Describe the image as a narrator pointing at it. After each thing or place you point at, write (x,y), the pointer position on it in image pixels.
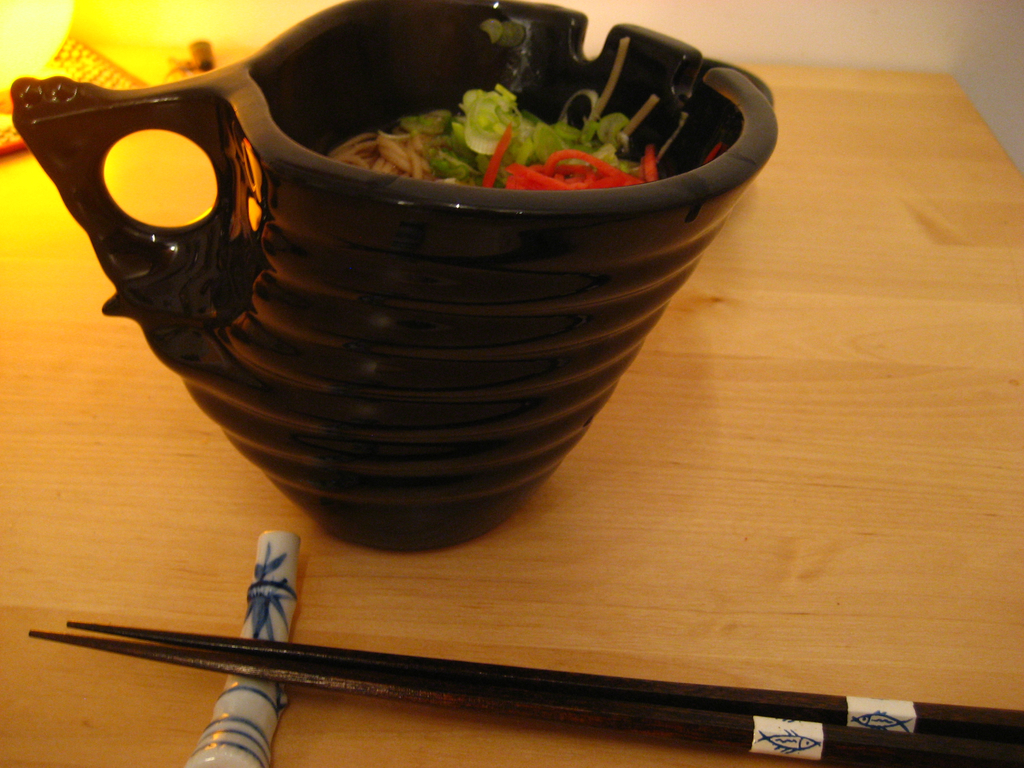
In this picture we can see a bowl (315,381) and sticks (308,647) on the table (799,250).
